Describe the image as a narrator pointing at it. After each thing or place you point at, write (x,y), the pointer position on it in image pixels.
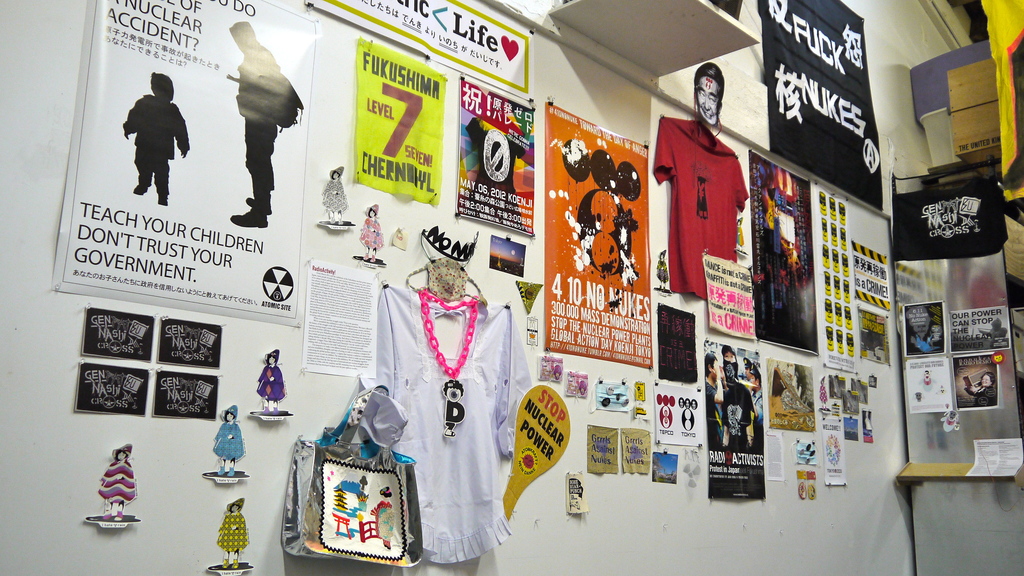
In this image I can see a white colour wall (43,102) and on it I can see number of posters (774,106), stickers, few clothes (666,154) and on these posters (235,248) I can see something is written. On the right side of this image (953,286) I can see few silver colour things (963,570), few boxes (978,72) and few more posters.
